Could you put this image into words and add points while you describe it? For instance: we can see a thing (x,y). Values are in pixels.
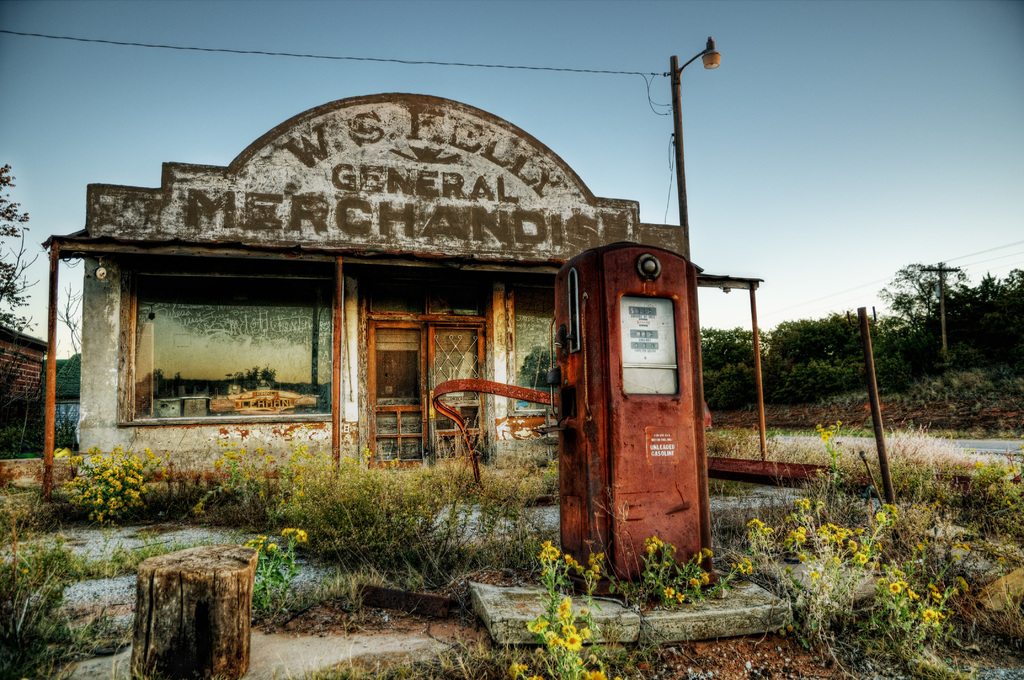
There is a fuel dispenser (643,327) in the foreground (657,412) and there are flower plants (912,572) at the bottom side (457,548). There is a general store (394,244), trees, it seems like houses (12,389), wires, poles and the sky (921,74) in the background area (542,139).
